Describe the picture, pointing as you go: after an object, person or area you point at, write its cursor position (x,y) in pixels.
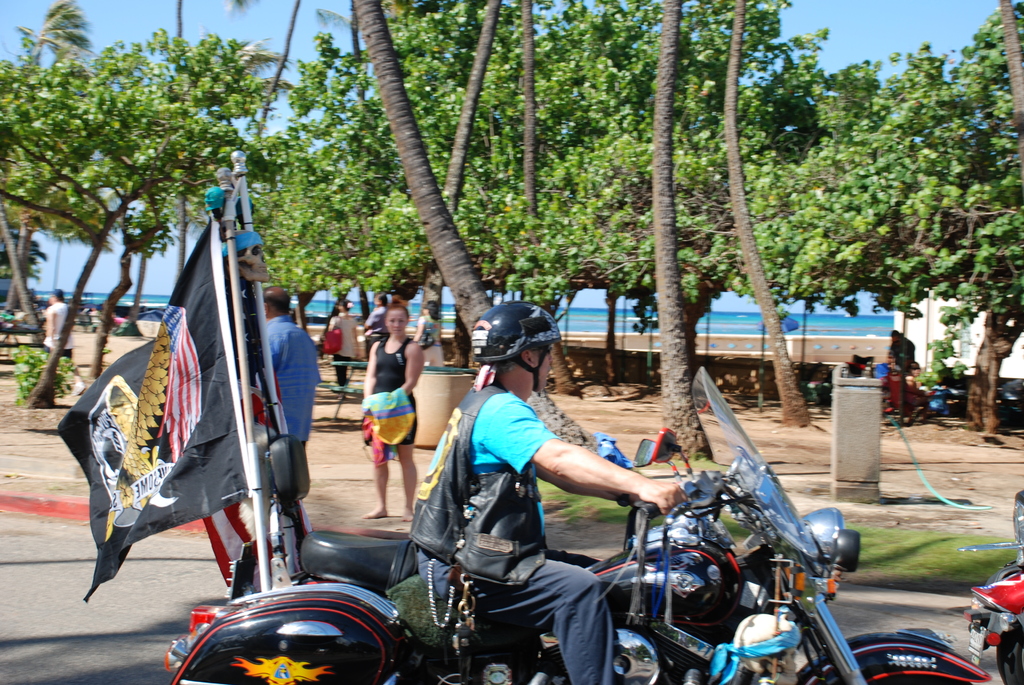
On the background of the picture (891,45) we can see a blue sky (854,45) and its seems like a sunny day. These are the trees (484,187). Here we can see few persons (898,365) standing and sitting. here we can see one person (450,469) wearing a helmet (516,336) and riding a bike (677,569). this is a flag (223,547). This is a road (113,608).
